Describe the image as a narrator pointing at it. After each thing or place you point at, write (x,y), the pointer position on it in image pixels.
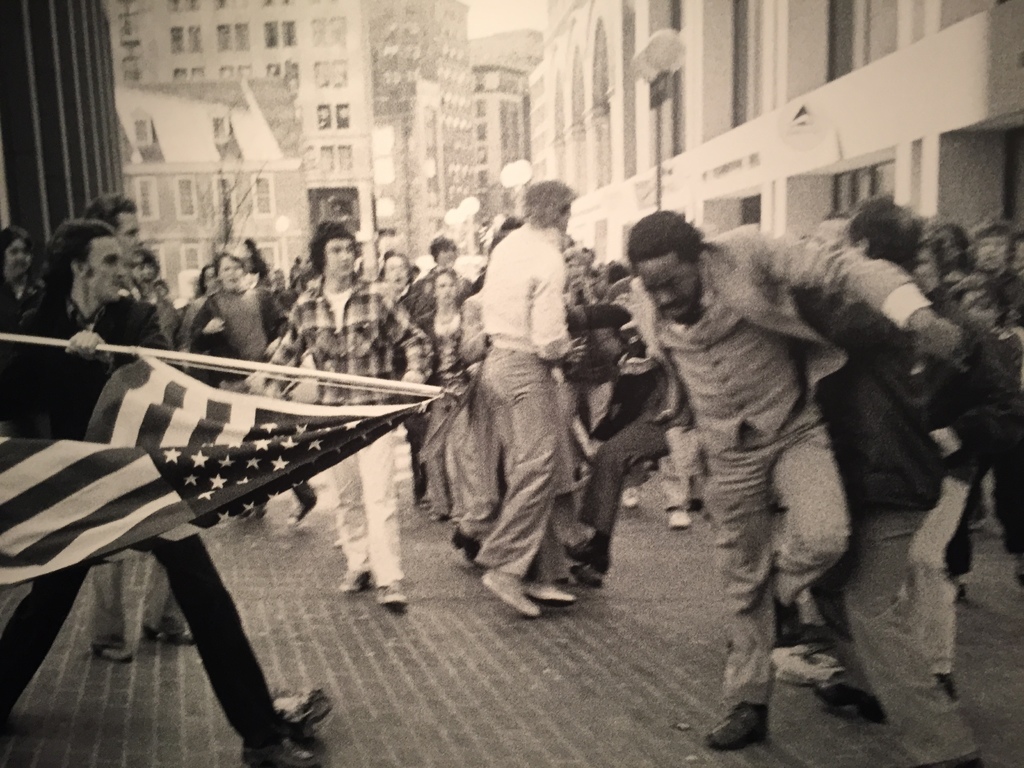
In this image we can see a black and white image. In this image there are some persons (421,365), flag (220,432) and other objects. In the background of the image (460,119) there are buildings (629,71), lights (661,73) and other objects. At the bottom of the image (431,693) there is a floor (523,670).
